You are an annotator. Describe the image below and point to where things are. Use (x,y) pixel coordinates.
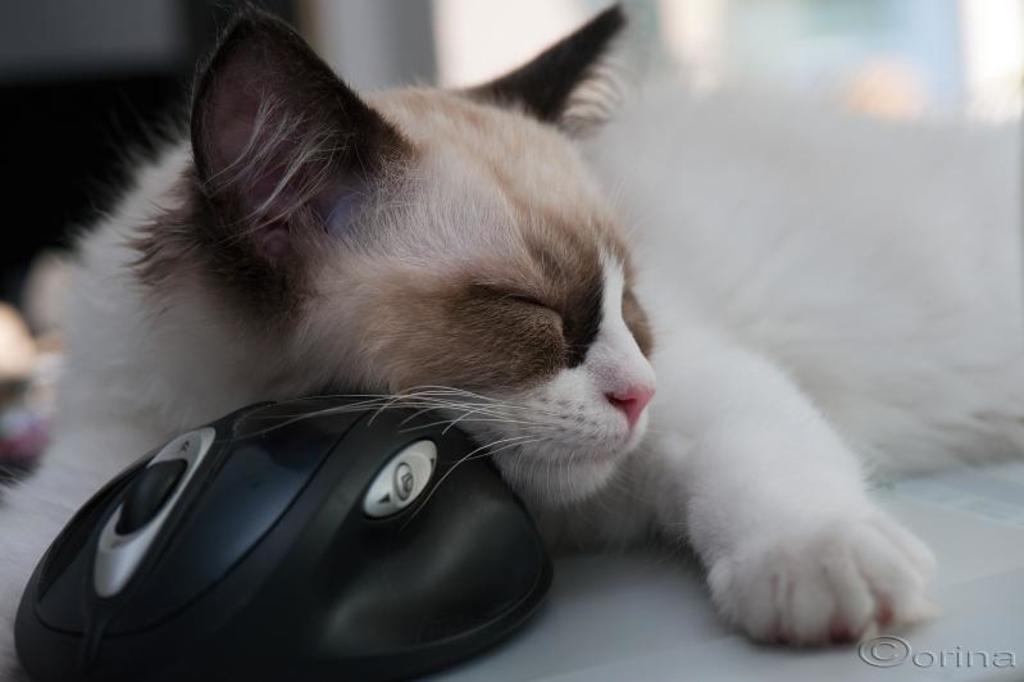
In this image I can see a cat (359,98) sleeping. The cat (362,119) is in brown and white color, in front (375,511) I can see a mouse (338,510) in black color.
